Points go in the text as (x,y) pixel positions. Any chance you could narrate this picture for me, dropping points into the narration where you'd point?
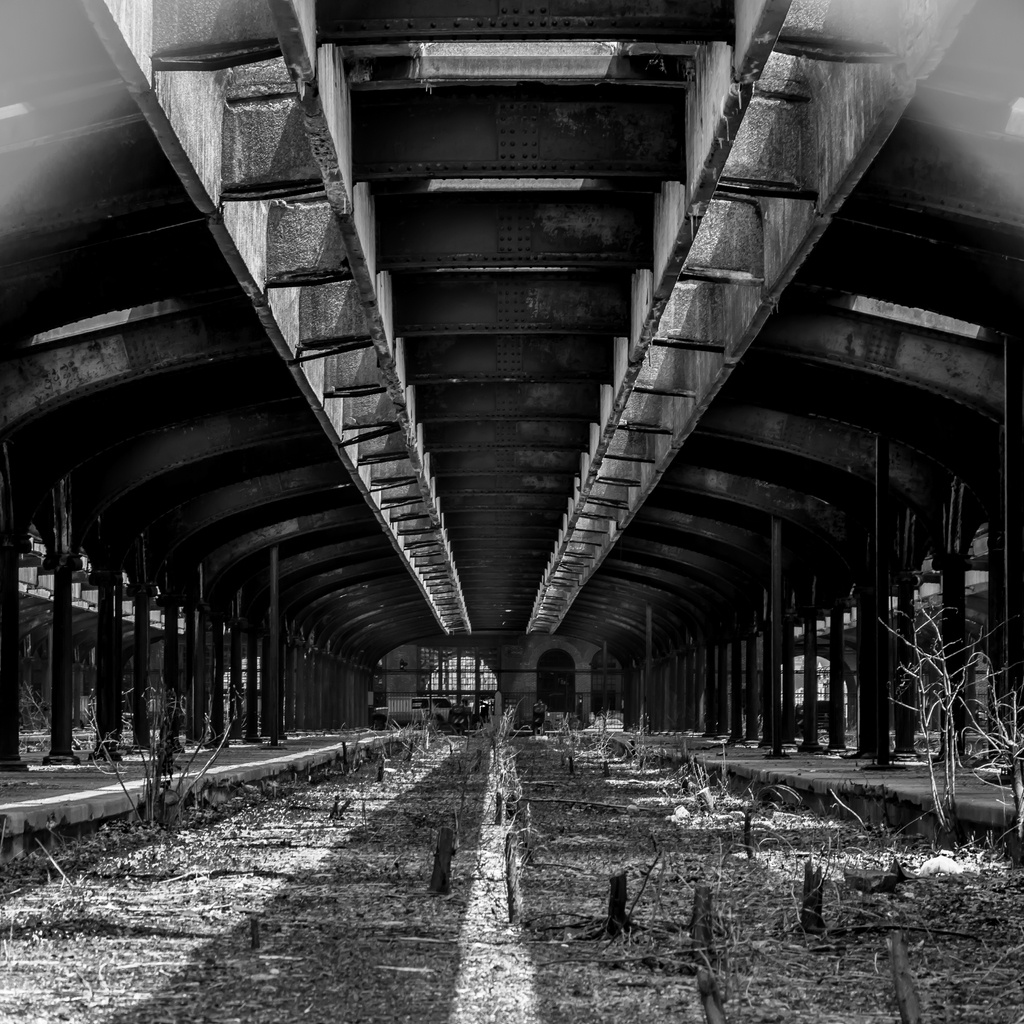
In this image there are rods (709,676) and we can see trees (91,716). At the top (619,23) there is a roof (422,197).
